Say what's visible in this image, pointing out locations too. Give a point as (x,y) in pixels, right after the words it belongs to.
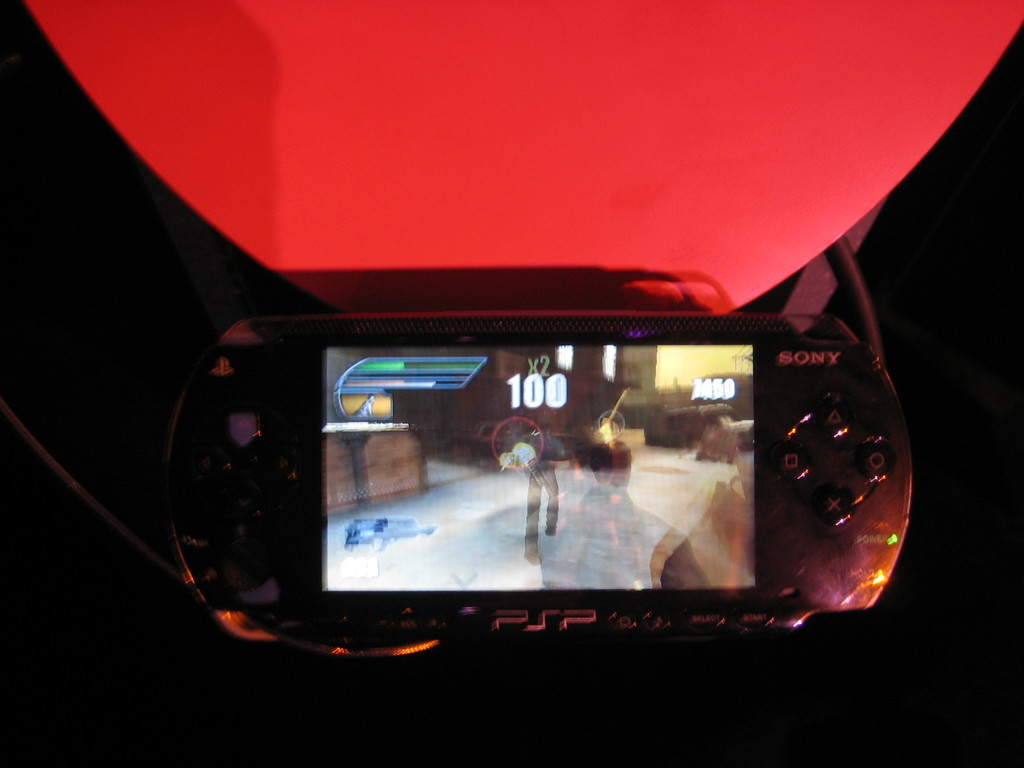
In this picture I can observe a video game (539,356) in the middle of the picture (590,394). This video game (572,470) is in black color. The background (50,356) is red and dark.
